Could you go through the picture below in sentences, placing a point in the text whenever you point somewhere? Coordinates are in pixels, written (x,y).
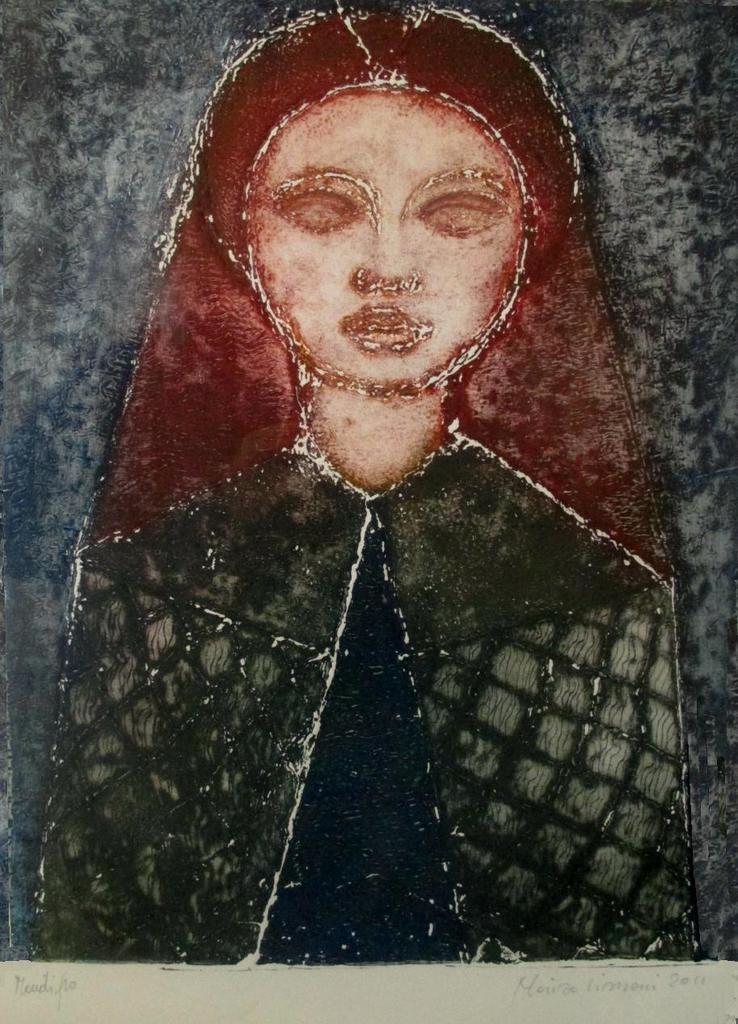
In this image we can see a painting (463,21) of a girl (349,329) and at the bottom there something written.
